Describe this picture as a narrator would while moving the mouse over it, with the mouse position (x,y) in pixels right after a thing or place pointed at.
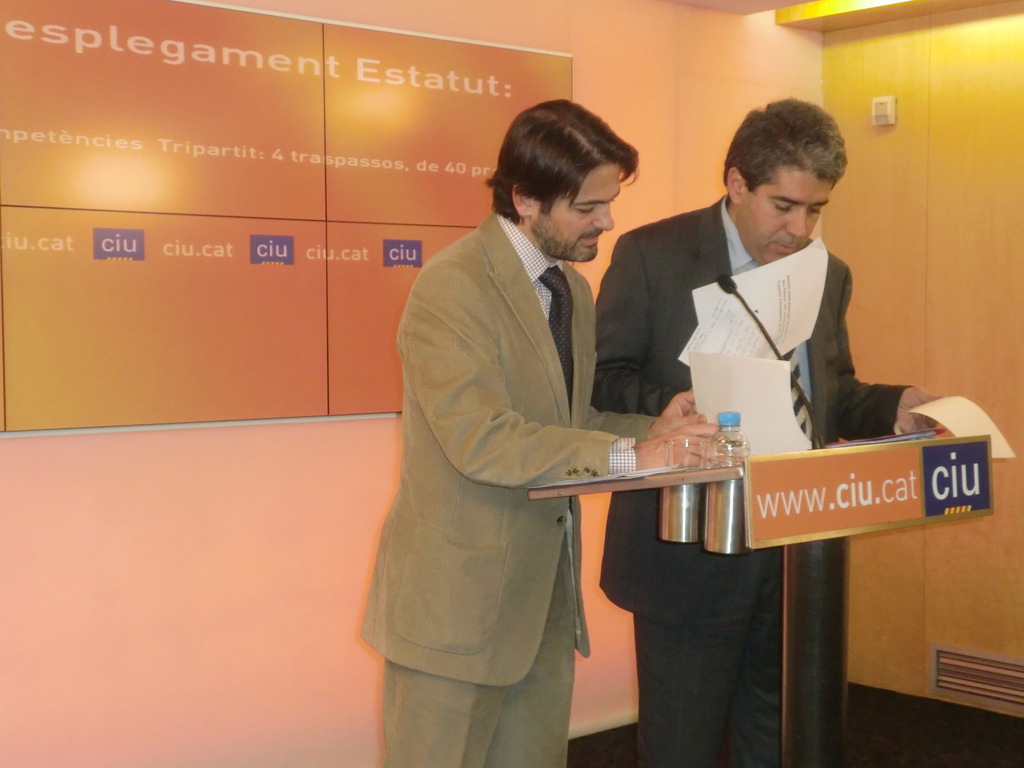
In this image, we can see two men (644,383) standing, we can see a podium (788,471), microphone (814,437) and a water bottle (725,464), in the background (110,566) we can see the wall (85,550).
